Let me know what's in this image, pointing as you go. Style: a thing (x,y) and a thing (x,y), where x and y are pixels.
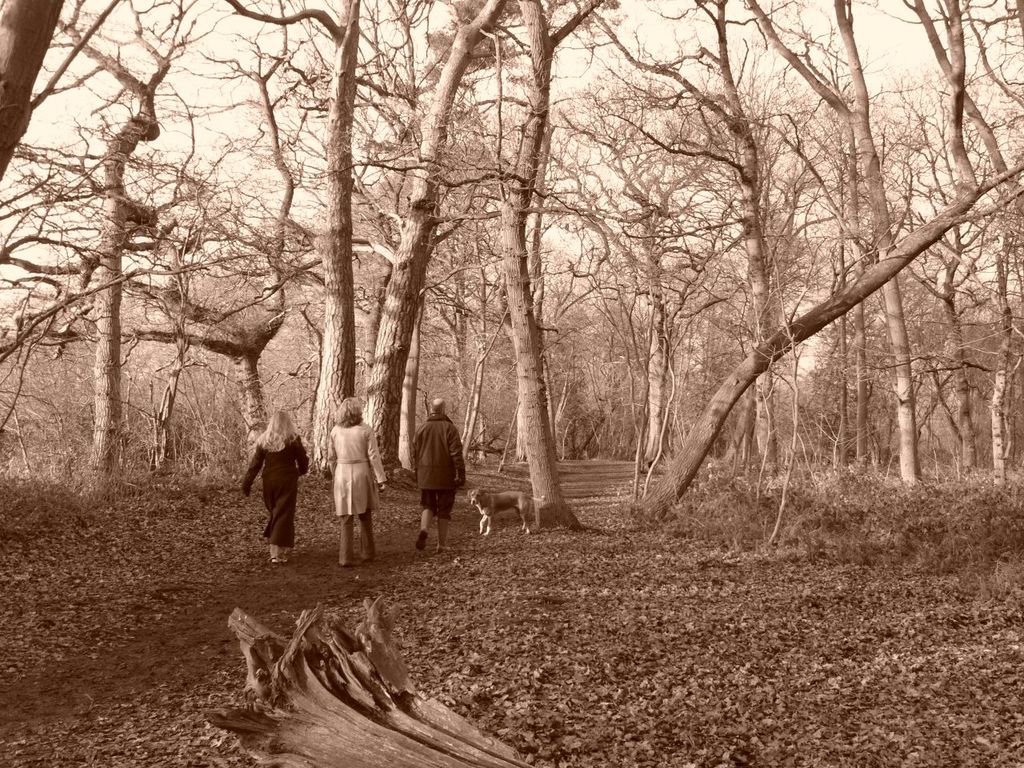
This is a black and white picture. In the middle of the picture (412,449), we see three people (272,494) are walking. Beside them, we see a dog (488,520). At the bottom (336,641), we see wood (361,674), grass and dried leaves (463,675). There are trees (111,342) in the background (374,334).
